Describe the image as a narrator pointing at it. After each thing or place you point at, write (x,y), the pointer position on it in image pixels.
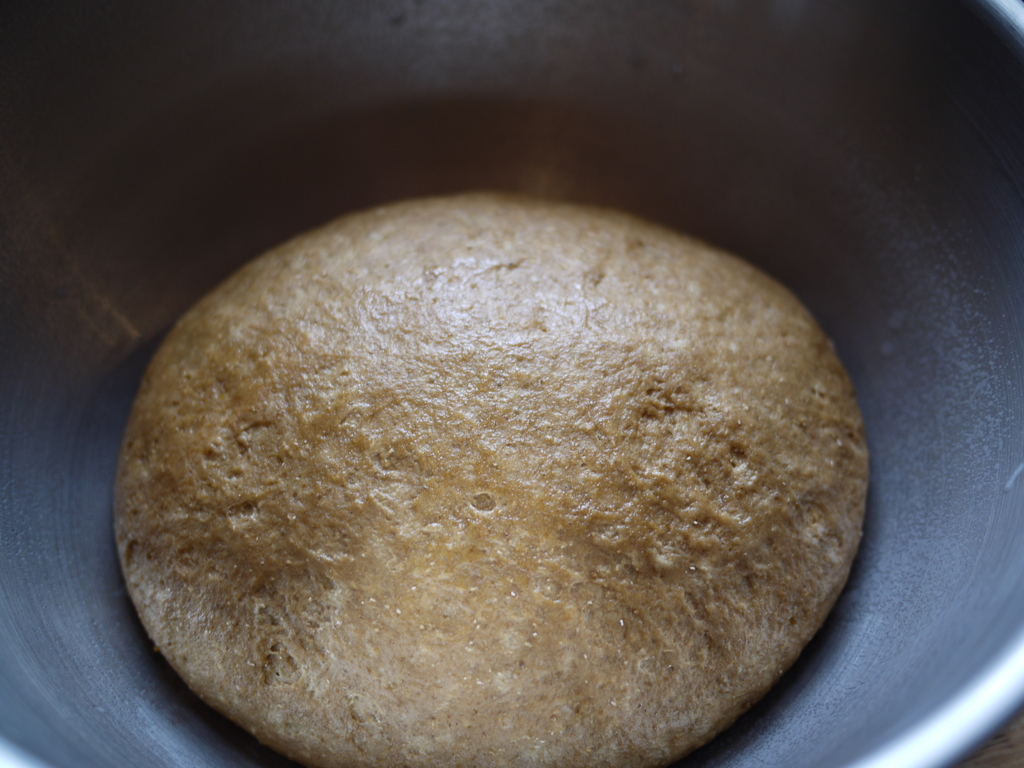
In this image we can see whole wheat dough (467,478) which is in a bowl (609,45).
